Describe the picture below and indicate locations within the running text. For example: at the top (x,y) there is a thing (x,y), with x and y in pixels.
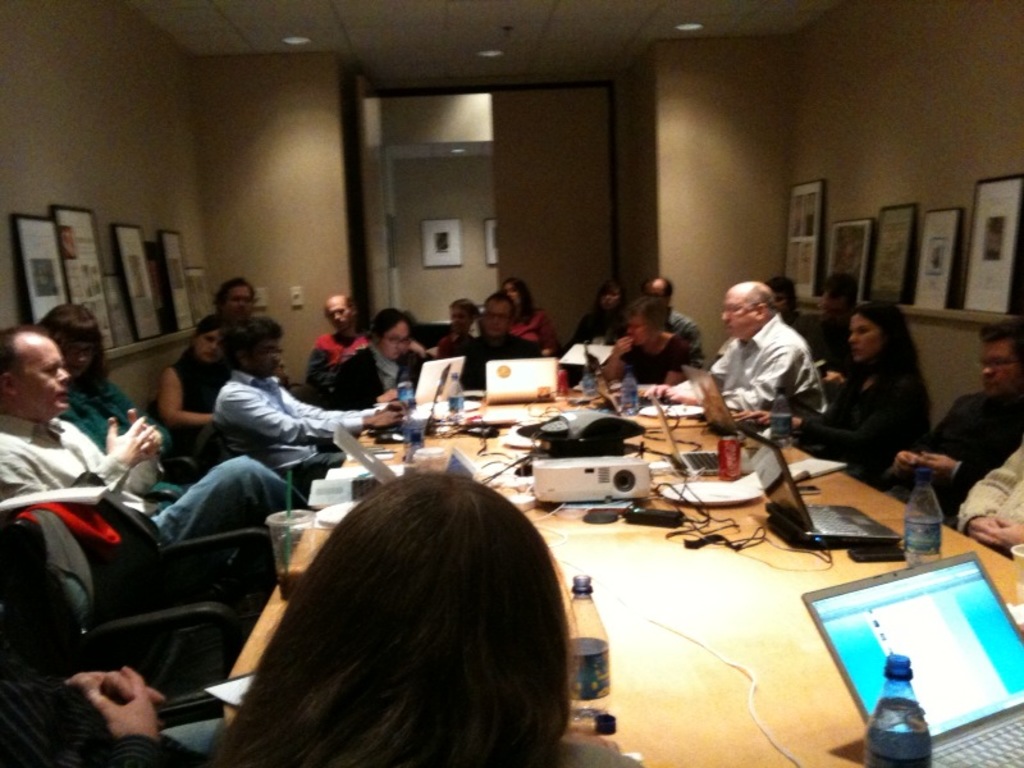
We can see frames (135,276) over a wall (723,260). This is a door (508,222). We can see all the persons (975,434) sitting on chairs (24,552) in front of a table (656,503) and on the table (652,453) we can see projector device (617,472), bottle (586,588), laptop (909,626), tin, wires (723,538).
